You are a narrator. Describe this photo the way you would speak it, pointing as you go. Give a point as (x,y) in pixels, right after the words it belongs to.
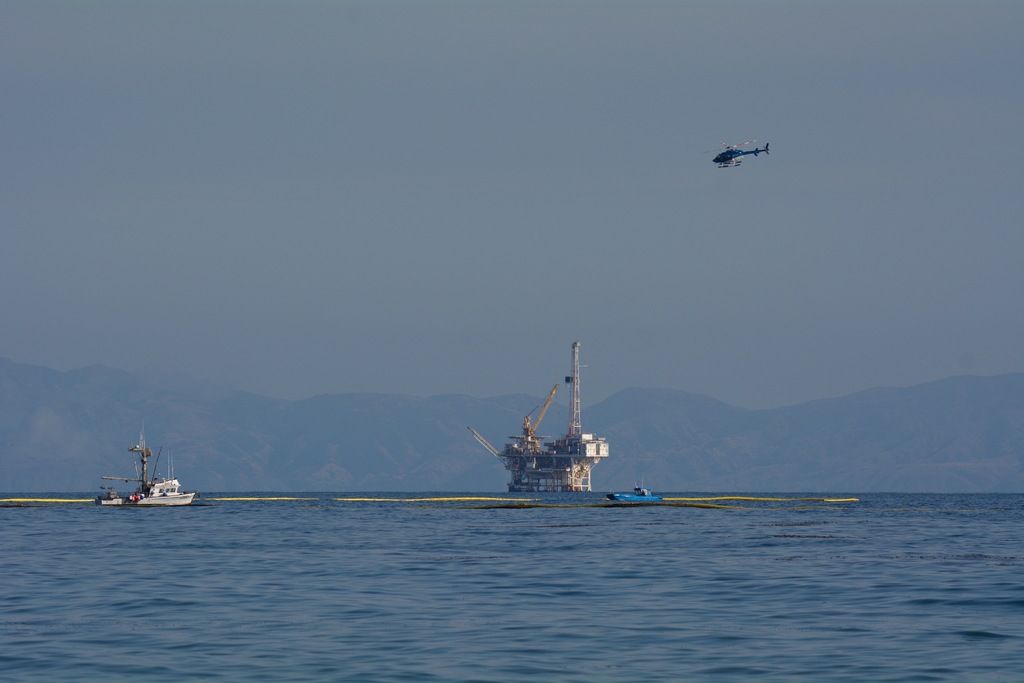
In this image we can see the boats (641,498) and an oil platform (502,452) on the surface of the water (540,575). In the background (424,418) we can see the hills (701,414) and also the sky (609,197). We can also see a helicopter (717,157).
